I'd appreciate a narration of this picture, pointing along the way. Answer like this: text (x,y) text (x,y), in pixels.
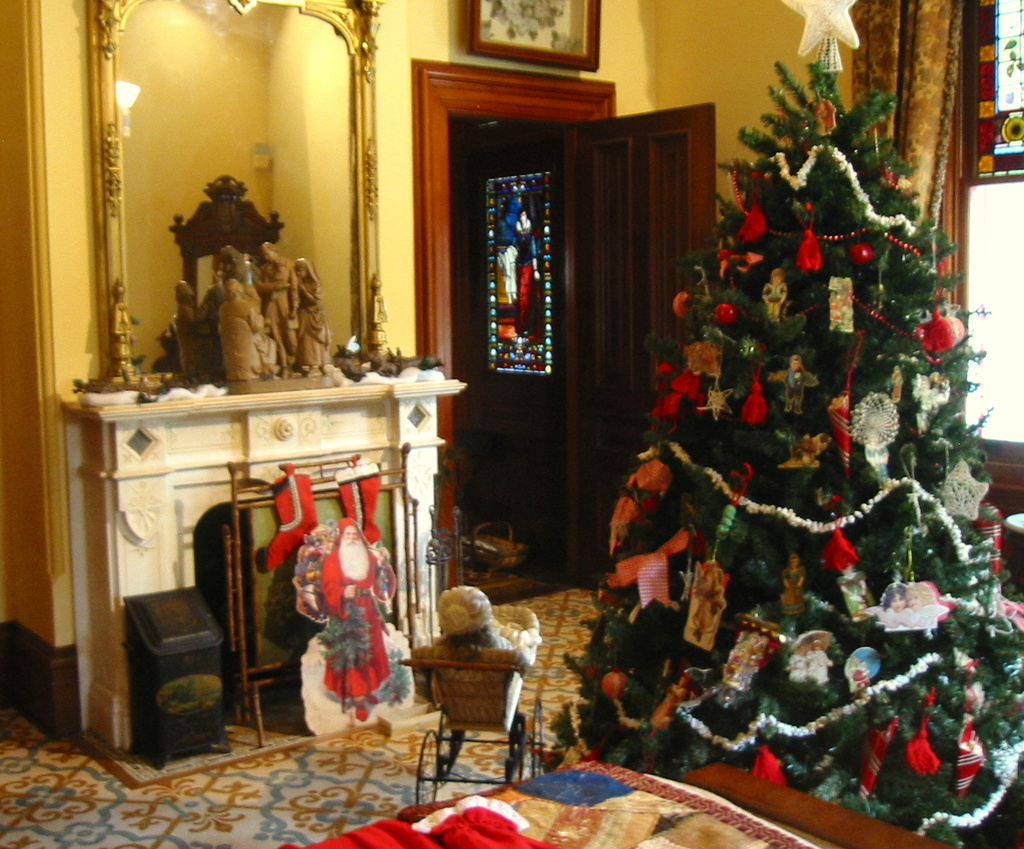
This image is taken in the room (428,620). In the center of the image (605,547) there is a door (605,547) and we can see an xmas tree (818,578) decorated with balls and decors (803,388). On the left (318,142) there is a mirror (122,363). In the background (744,98) there is a wall (845,70) and a curtain (929,74). We can see frames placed on the wall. There is a sculpture (269,381) placed on the stand (291,398).
